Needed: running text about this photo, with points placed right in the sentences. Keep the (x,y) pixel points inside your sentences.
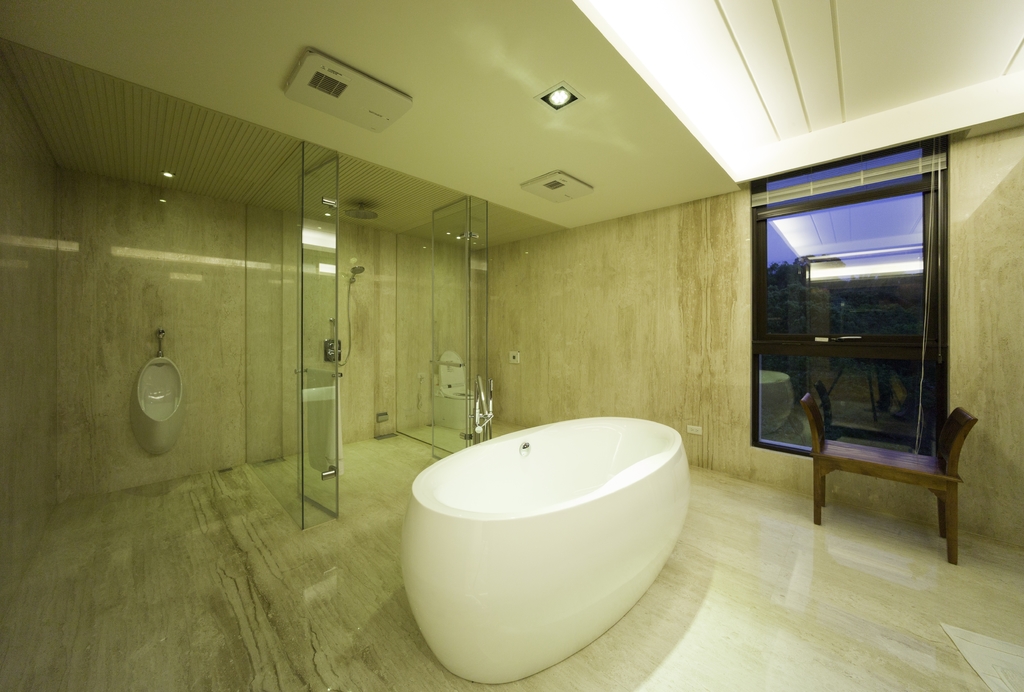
In this picture we can see a bathtub (525,558) on the floor (311,656), bench (914,464), toilets (160,409), walls (411,396), ceiling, window (788,297) and some objects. In the background (785,331) we can see trees (791,303) and the sky (862,223).
